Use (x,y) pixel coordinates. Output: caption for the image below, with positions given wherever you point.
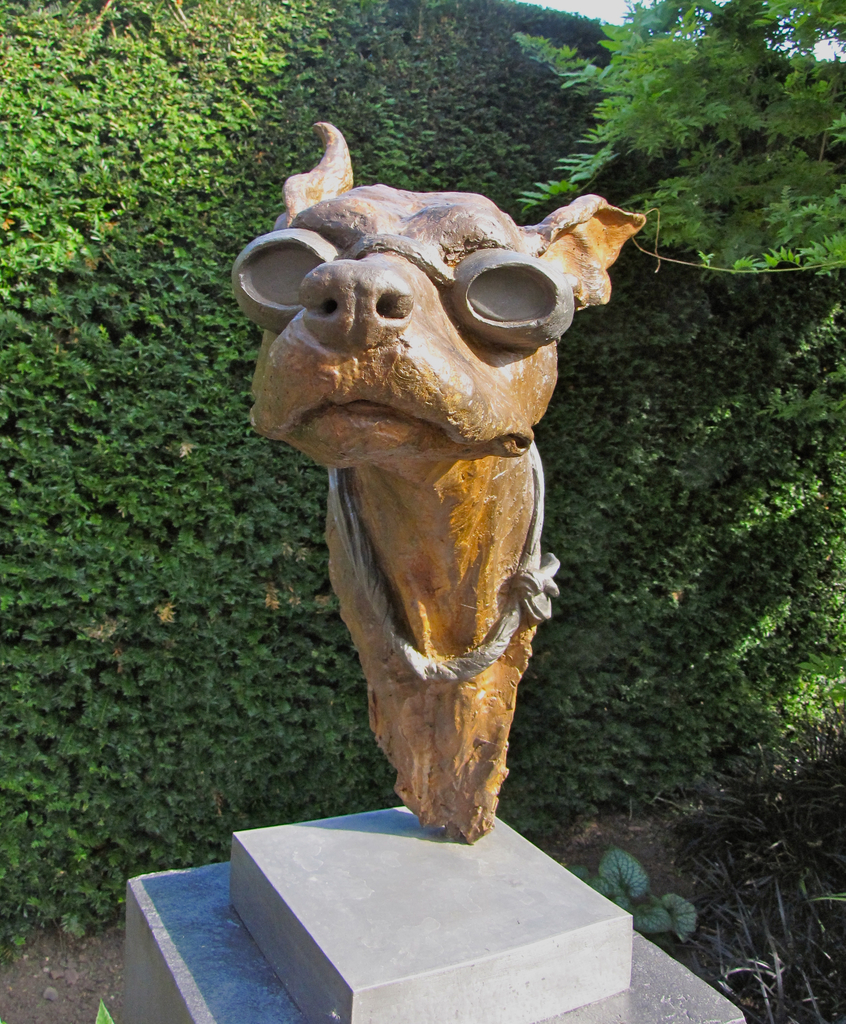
In this image I can see the statue (443,444) of an animal (535,285) and the statue (406,728) is in brown color. In the background (423,157) I can see few trees (635,126) in green color and the sky (627,11) is in white color.
